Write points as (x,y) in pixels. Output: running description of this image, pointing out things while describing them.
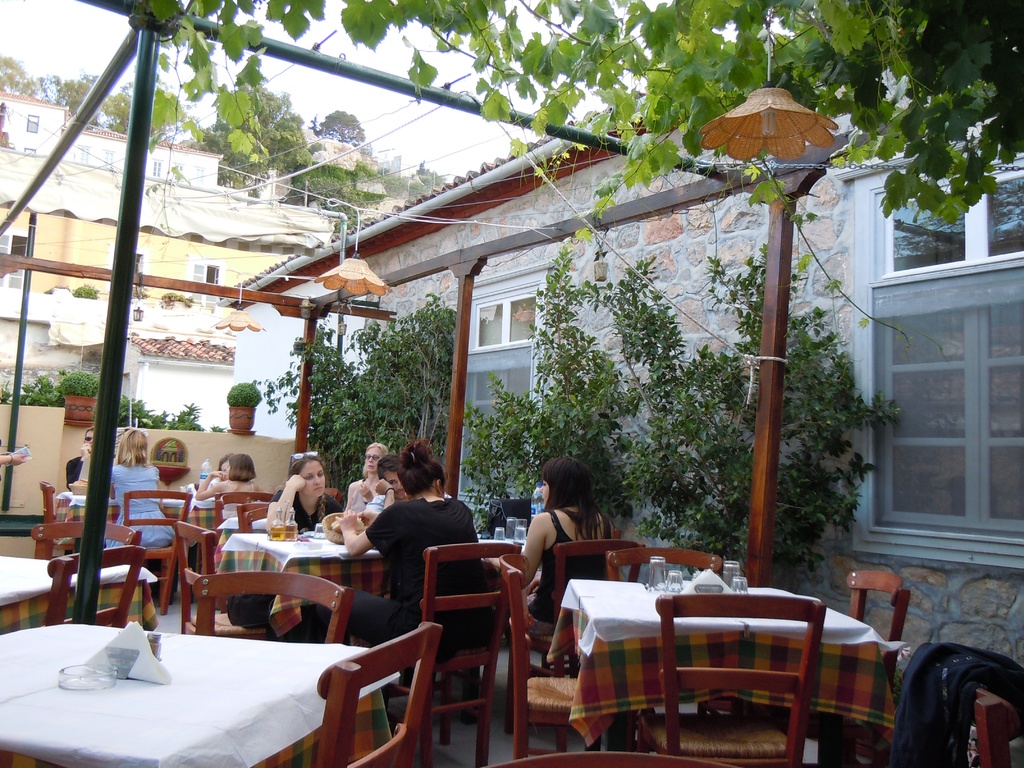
As we can see in the image there is a sky (345,99), trees (270,117), buildings (161,150), plants (653,398), few people (225,458) sitting on chairs (251,584) and a table (579,583). On table (628,592) there are glasses (653,572) and plates (316,537).
